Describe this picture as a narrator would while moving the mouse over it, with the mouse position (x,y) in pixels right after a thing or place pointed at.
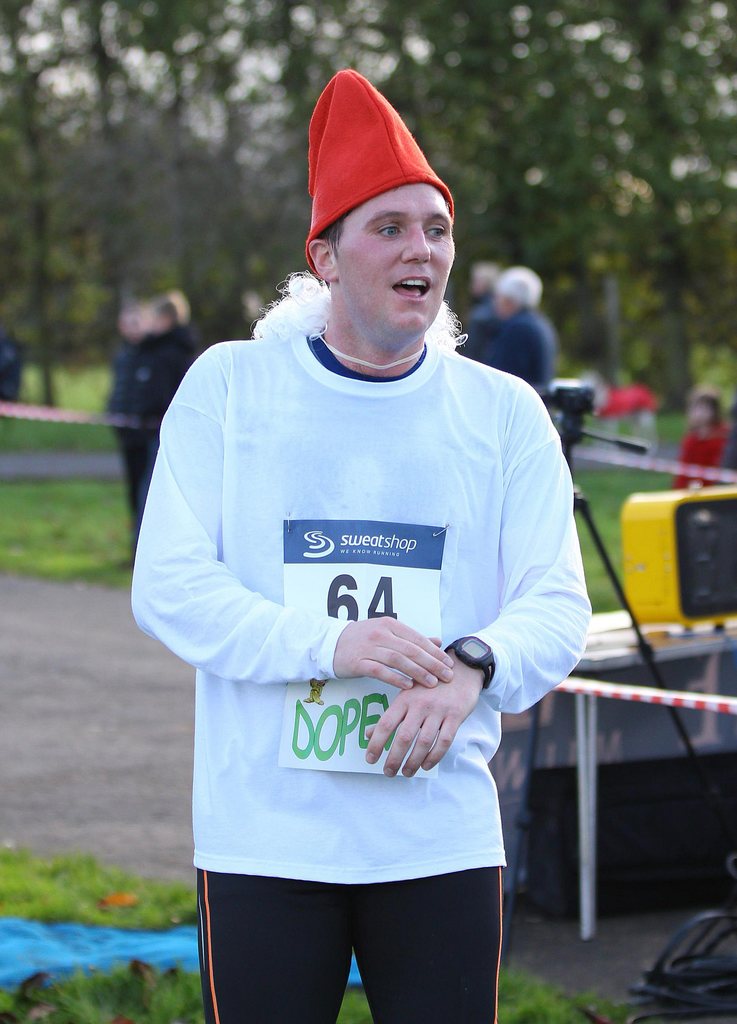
In this image we can see a person (398,614) is standing. There are few people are standing in a group (472,354) behind a person (390,402). There are many trees (109,103) in the image. There is an object (641,580) which is placed on a table (725,638) at the right most of the image (701,593).
